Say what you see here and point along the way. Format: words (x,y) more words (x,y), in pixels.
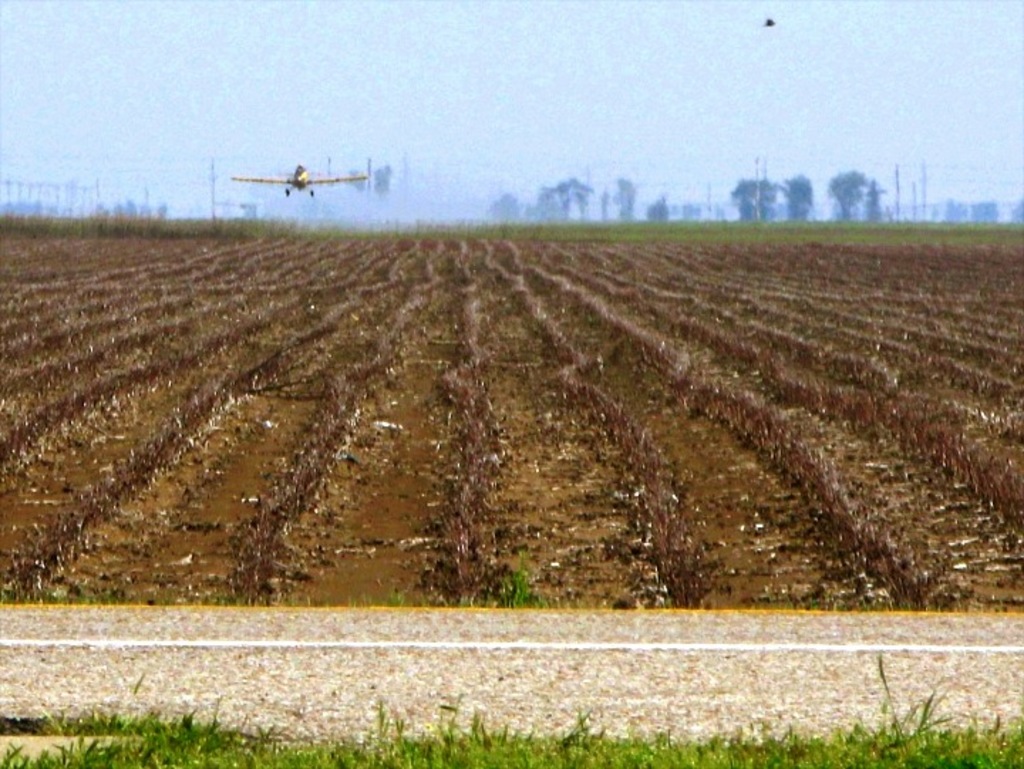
In this image I can see the ground (623,670), some grass (384,733) on the ground (506,743) and an aircraft (352,181) flying in the air (347,193). In the background (499,196) I can see few trees (873,202), few poles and the sky (493,105).
